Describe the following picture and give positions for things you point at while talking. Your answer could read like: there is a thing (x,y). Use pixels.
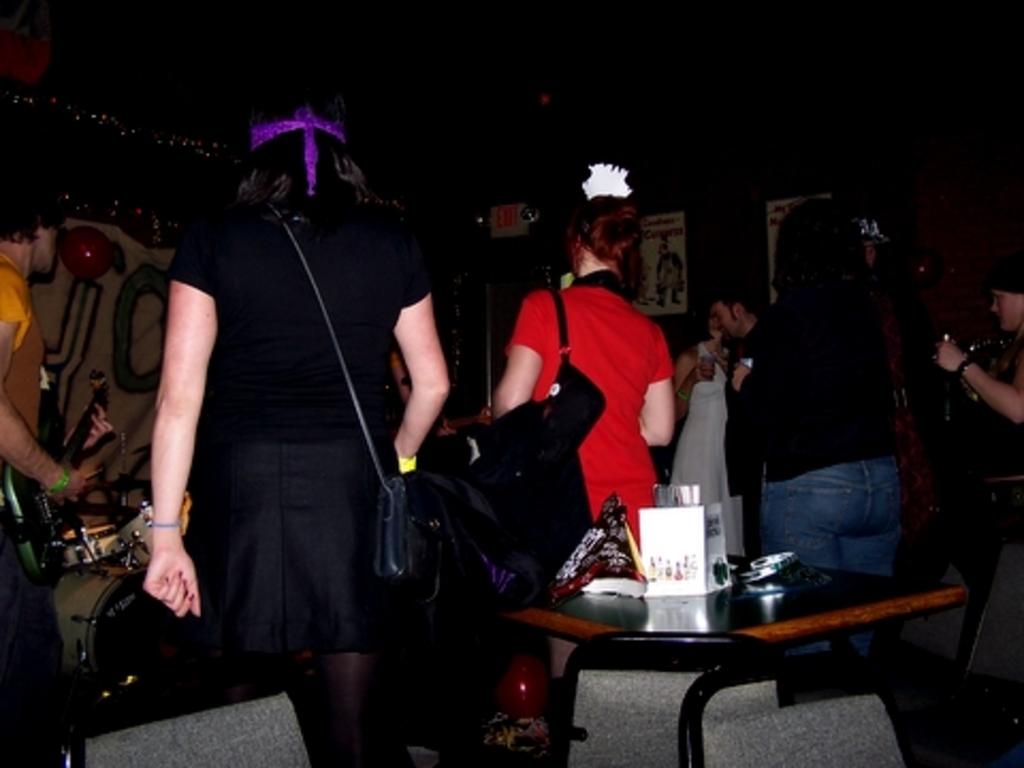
In this image we have a group of people (29,664) standing at the left side (108,565) near the drums (104,486) and another group of people (637,500) standing in the table (800,616), we have some objects (655,496) and there is a chair (680,679).
